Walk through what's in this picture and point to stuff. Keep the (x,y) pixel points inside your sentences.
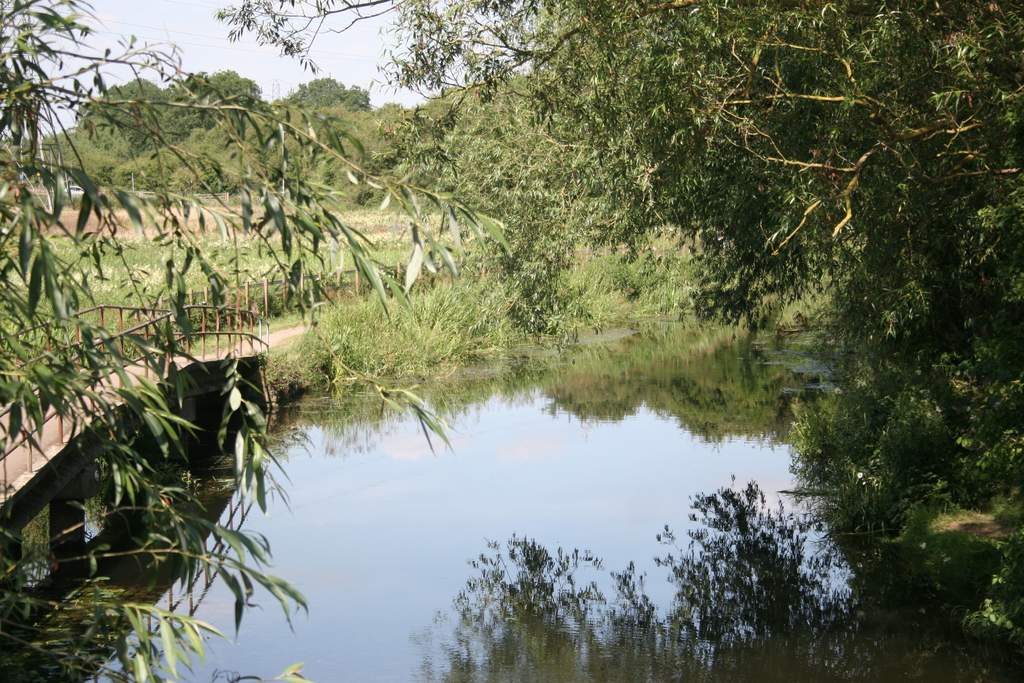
In this image we can see pond (368,457), bridge (99,388), trees (57,404), grass (358,313), plants (389,330) and sky (188,34).
